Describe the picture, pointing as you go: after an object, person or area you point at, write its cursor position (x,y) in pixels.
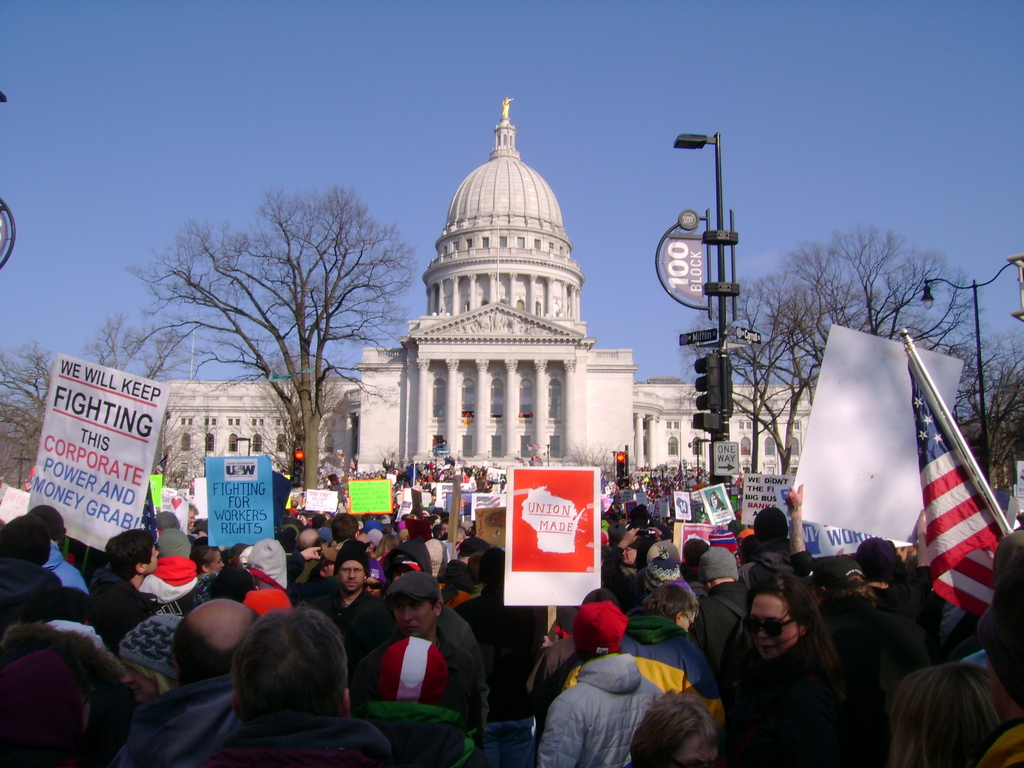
In this image there are group of people (469,679) standing and holding boards (515,525) and flag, and at the background (784,451) there are trees (790,376), lights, signal lights (712,365) attached to the poles (722,362), building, sky (284,104).
